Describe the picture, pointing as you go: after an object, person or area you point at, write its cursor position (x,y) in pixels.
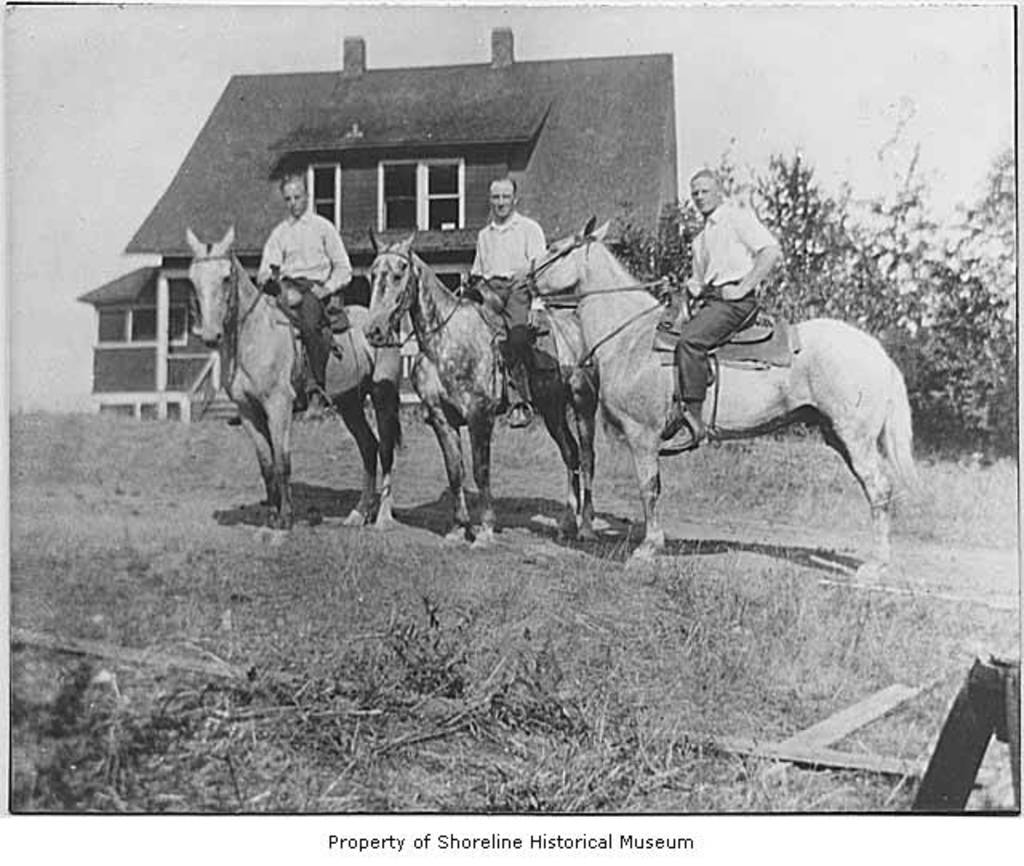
This is a black and white image where we can see three persons (314,255) sitting on a horse (477,350), and there is a building (393,220) in the background (536,219). There is a grassy land (481,613) at the bottom of this image (449,637).
